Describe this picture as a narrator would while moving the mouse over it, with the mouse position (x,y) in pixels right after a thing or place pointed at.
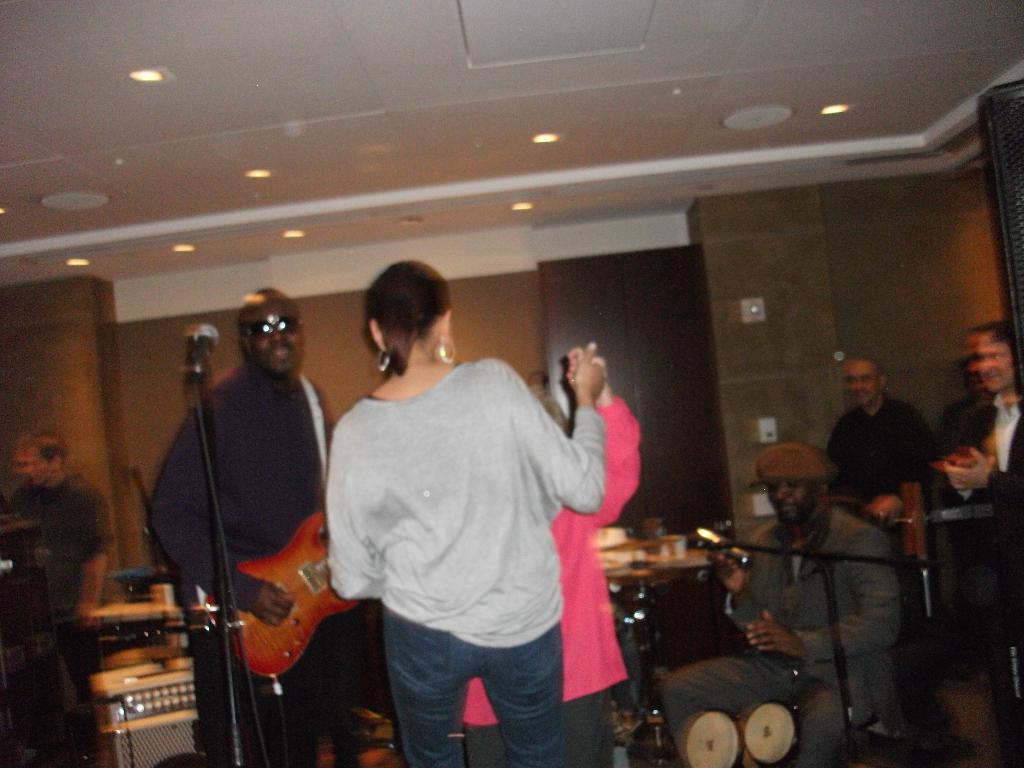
In the image we can see few persons (495,448) were standing and few persons (769,565) were sitting. In front (193,344) we can see microphone (207,346) and center man (262,526) holding guitar (303,572). And back we can see wall (770,308) and few musical instruments (670,579).
